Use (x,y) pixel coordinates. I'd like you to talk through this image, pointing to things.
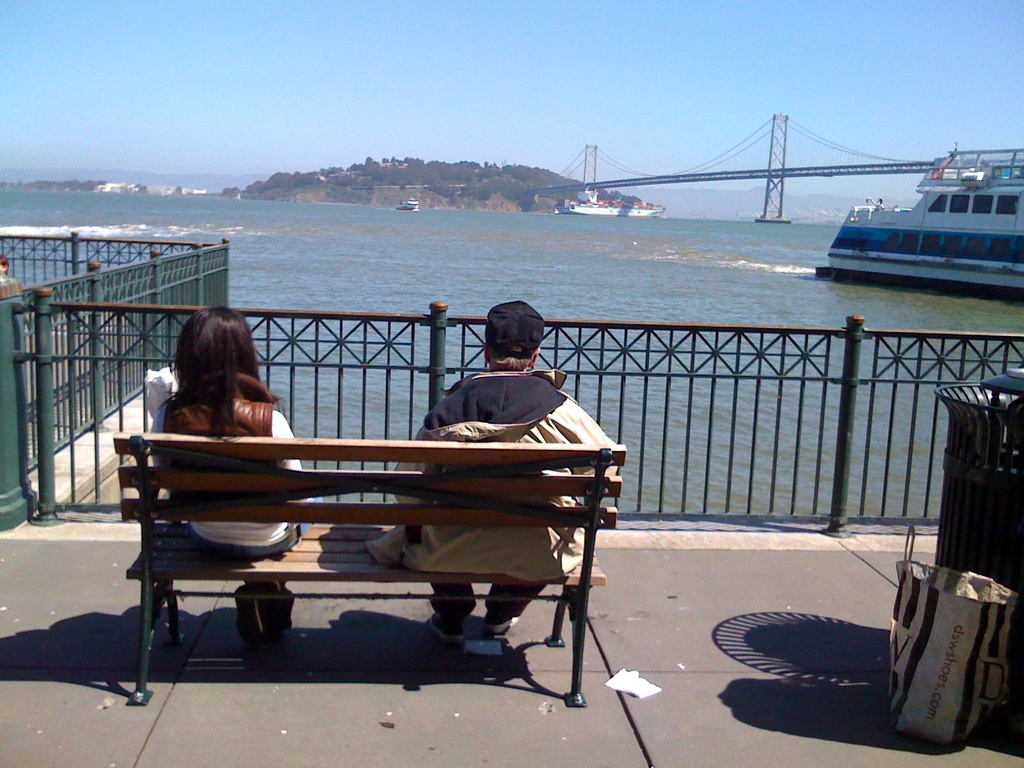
This picture shows a woman (207,387) and a man (525,390) sitting on the bench (440,520) in front of a railing (757,389) and there is some water (456,260) here. It is a ocean (391,246). In the background (873,239) There is a ship (881,215), building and a hill (431,177) here. We can observe a sky (415,70).
